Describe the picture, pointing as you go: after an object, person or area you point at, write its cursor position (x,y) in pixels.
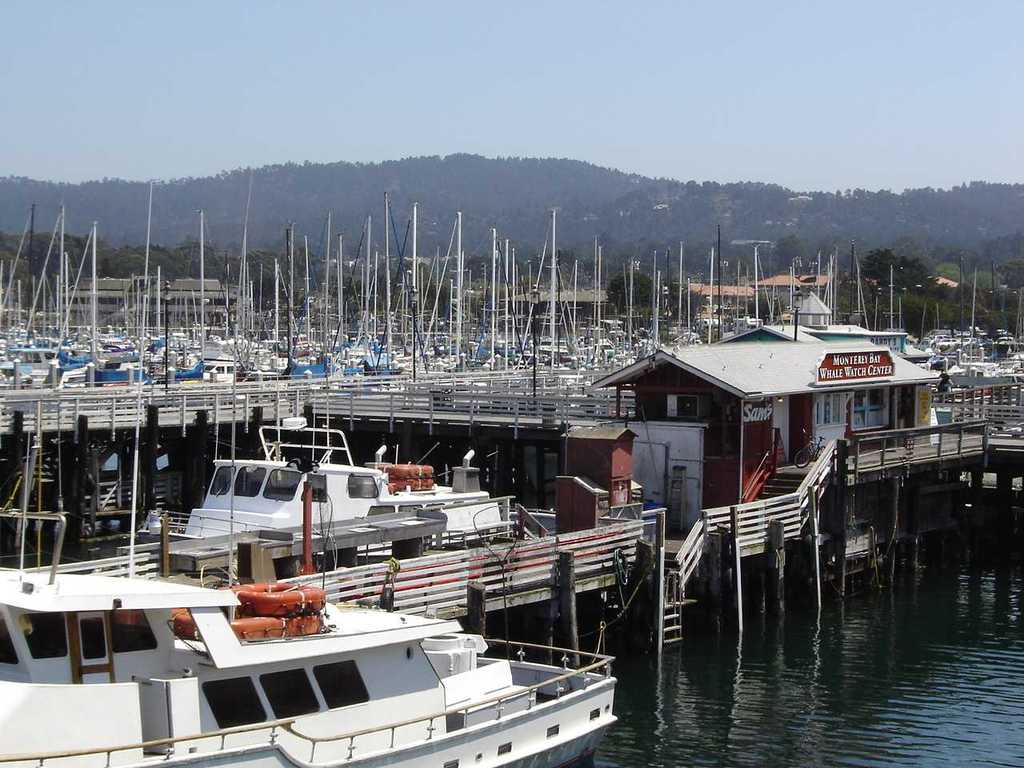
This image consists of many boats (466,480) and ships (377,748). It looks like a port (531,532). In the background (456,178), there are mountains (456,178) covered with trees (450,190) and plants (343,185). At the top (512,42), there is sky (563,46). At the bottom (847,721), there is water (732,755).
